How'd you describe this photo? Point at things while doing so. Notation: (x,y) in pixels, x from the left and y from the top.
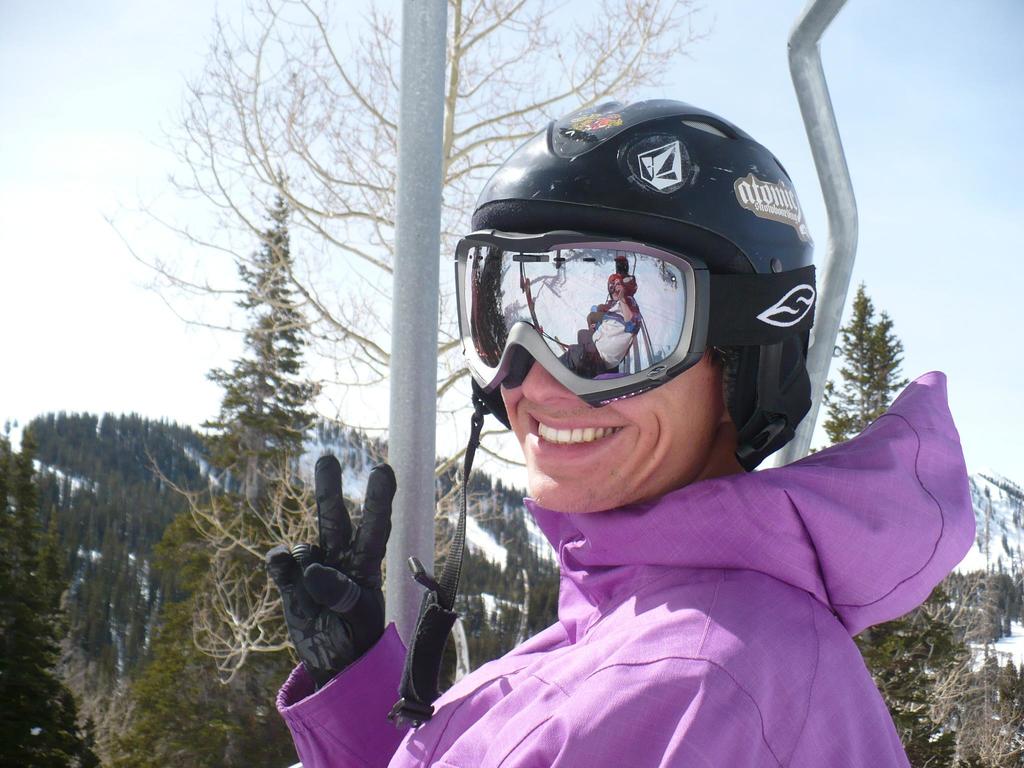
In this picture we can see a person (660,727) and in the background (218,645) we can see trees (21,683), sky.
